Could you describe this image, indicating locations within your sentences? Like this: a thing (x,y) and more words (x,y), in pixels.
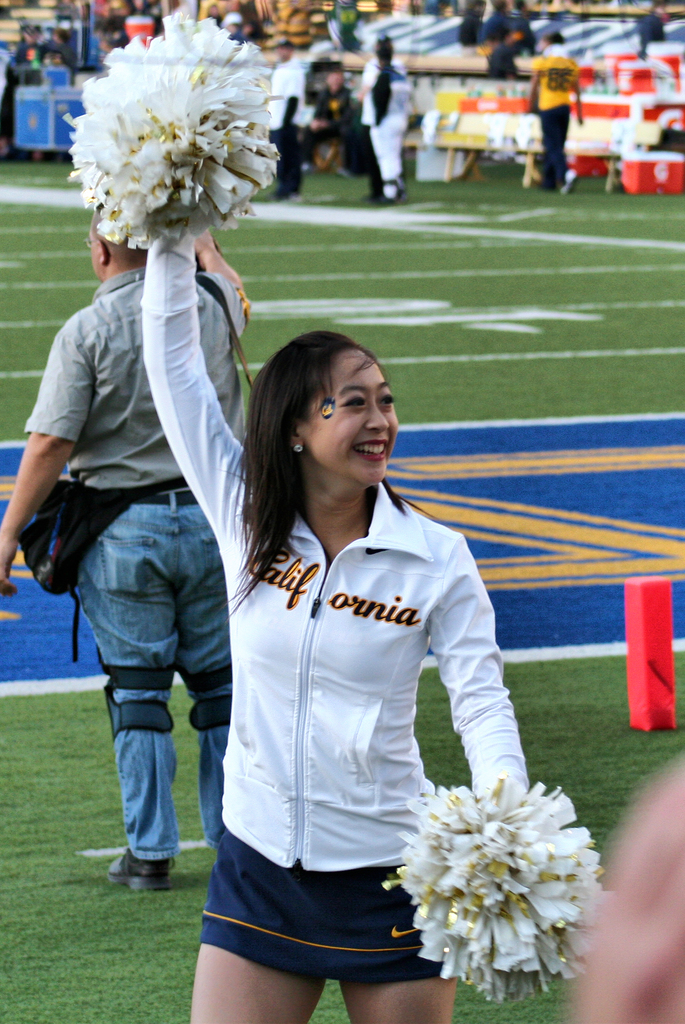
In this image we can see a few people (556,52), one lady (460,568) is holding objects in her hands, there are boxes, benches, also we can see an object (635,656) on the ground (644,575).
